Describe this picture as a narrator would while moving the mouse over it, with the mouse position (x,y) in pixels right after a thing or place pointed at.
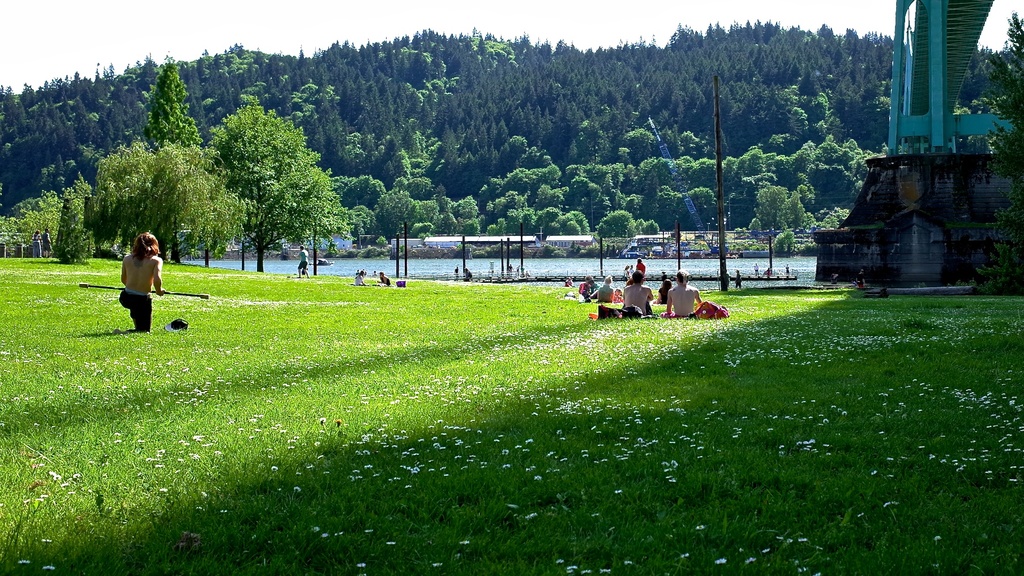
At the bottom of the image (386,421) on the ground (434,390) there is grass (565,393) and also there are flowers (889,458). There are few people (158,294) sitting on the grass (642,337). In front of them there are poles (314,251). Behind the poles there is water (791,275). And in the background (709,150) there are trees (883,117). On the right side of the image (957,96) there are poles (936,39) and some other things (893,191). At the top of the image (533,20) there is sky (648,20).
